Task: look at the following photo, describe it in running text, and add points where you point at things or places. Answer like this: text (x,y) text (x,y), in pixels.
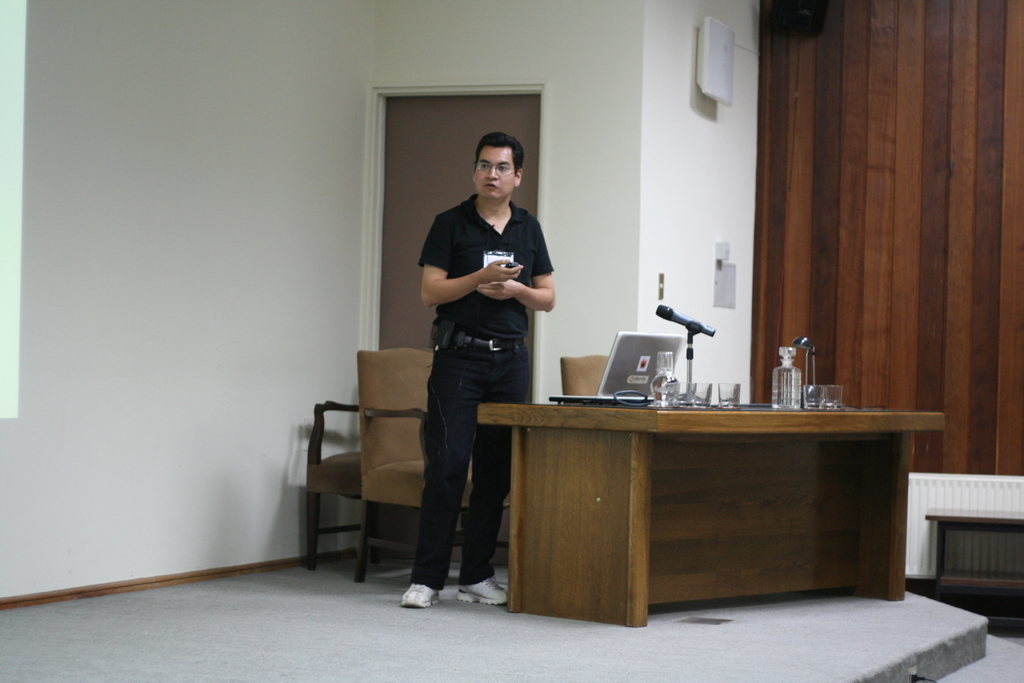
In this image i can see a man (504,215) standing, there is a laptop (564,400), microphone (681,312), bottle (797,382) on the table (735,417), at the back ground (414,466) i can see a chair (383,461), wall (212,306) and a paper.
